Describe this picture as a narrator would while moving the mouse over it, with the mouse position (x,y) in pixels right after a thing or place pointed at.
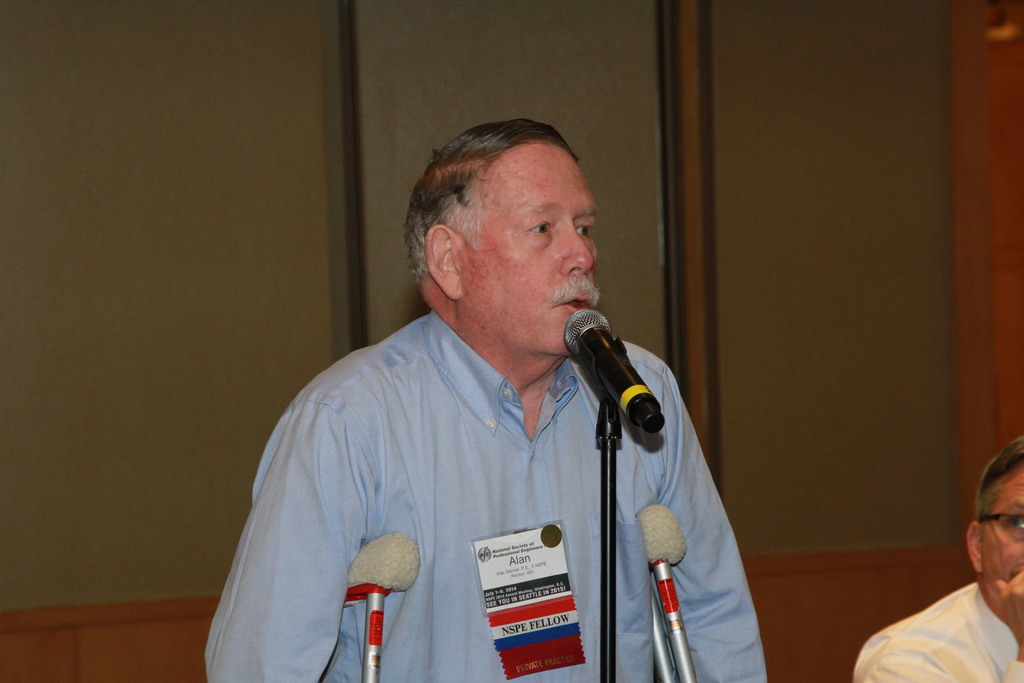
In this image there is a person (430,467) speaking in front of a mic (601,554), beside the person (630,589) there is another person (925,624) sitting, behind them there is a wooden wall (182,153).
